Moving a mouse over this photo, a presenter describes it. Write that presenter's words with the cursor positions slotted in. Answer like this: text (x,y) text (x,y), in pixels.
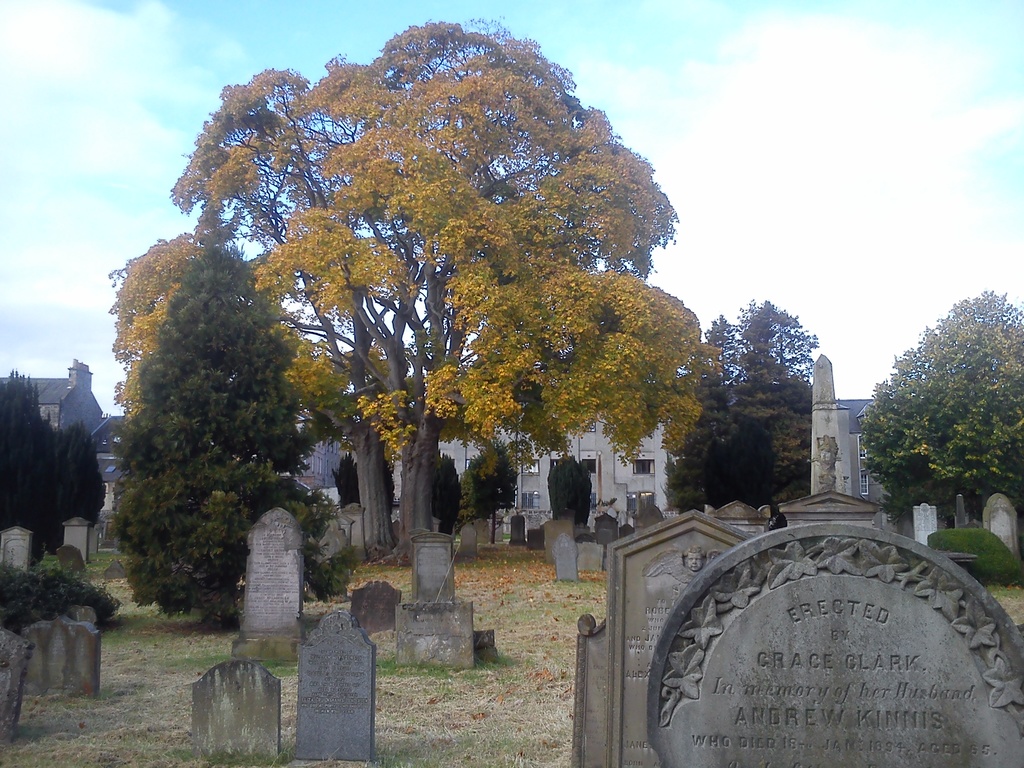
In this image we can see there are trees (752,383) and graveyard (493,600) on the ground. At the back (89,400) there are buildings (71,398) and the sky (163,193).
